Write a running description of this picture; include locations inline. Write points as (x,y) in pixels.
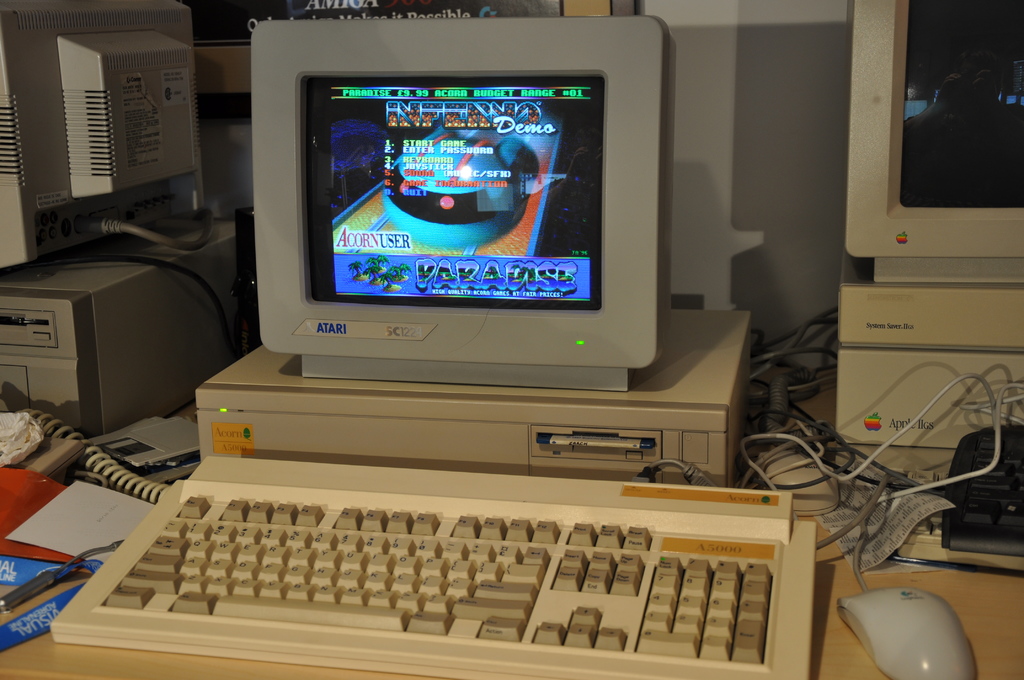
I can see the monitors (532,348), keyboards (701,564), mouses (851,629), wires (117,479), papers (105,496), tag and few other objects (842,378) are placed on the table (981,595). In the background (220,32), I think this is a frame (230,40), which is attached to the wall (764,46).
